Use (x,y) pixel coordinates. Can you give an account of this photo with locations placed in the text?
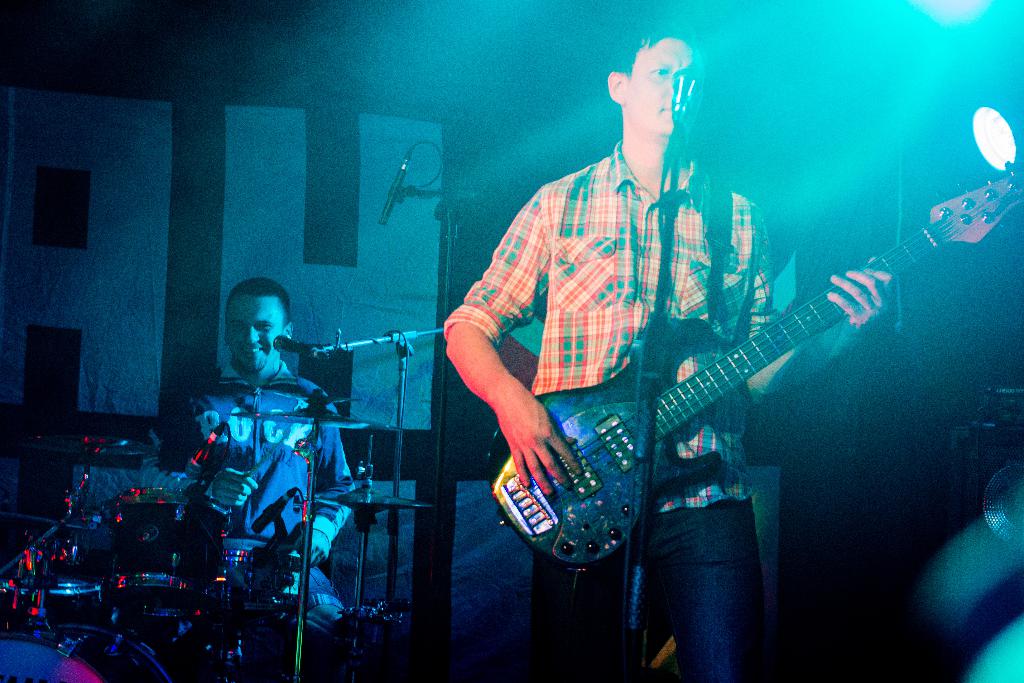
In this image I can see there is a man (604,627) standing and he is playing guitar (725,372), there is a microphone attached to the stand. There is a person (343,522) playing drum set (348,618) in the background (393,501), there are few lights (989,107) attached to the ceiling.
